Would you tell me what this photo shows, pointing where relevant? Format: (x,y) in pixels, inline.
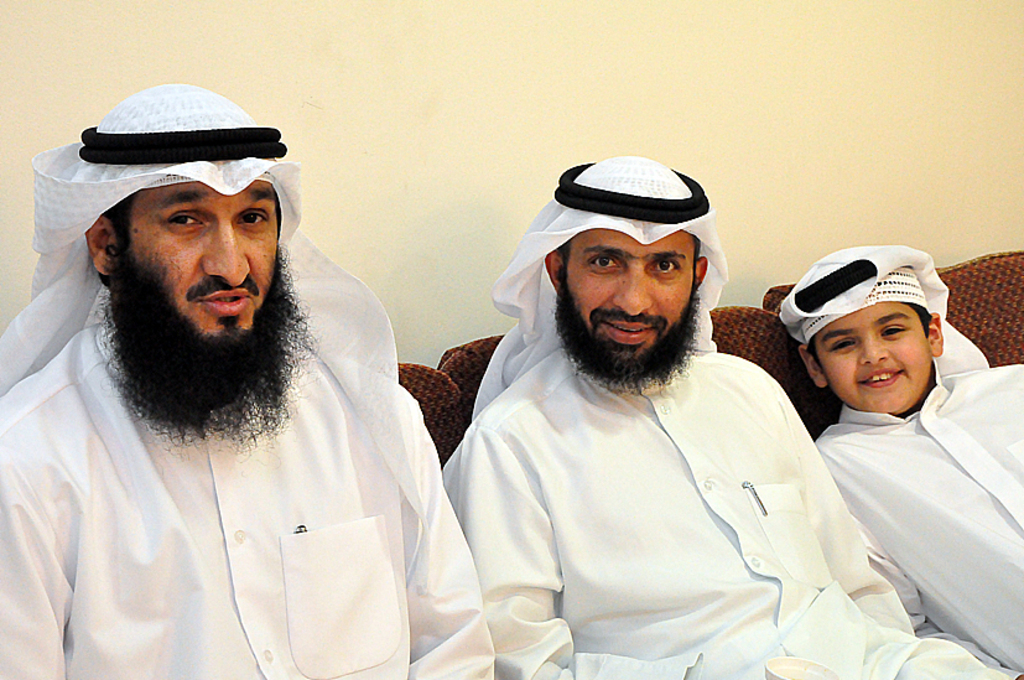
In this image there are men (537,446) sitting on the chair (446,402), in this image there is an object (797,668) towards the bottom of the image (810,667) that looks like a glass (789,668), at the background of the image (617,116) there is a wall (648,117).
